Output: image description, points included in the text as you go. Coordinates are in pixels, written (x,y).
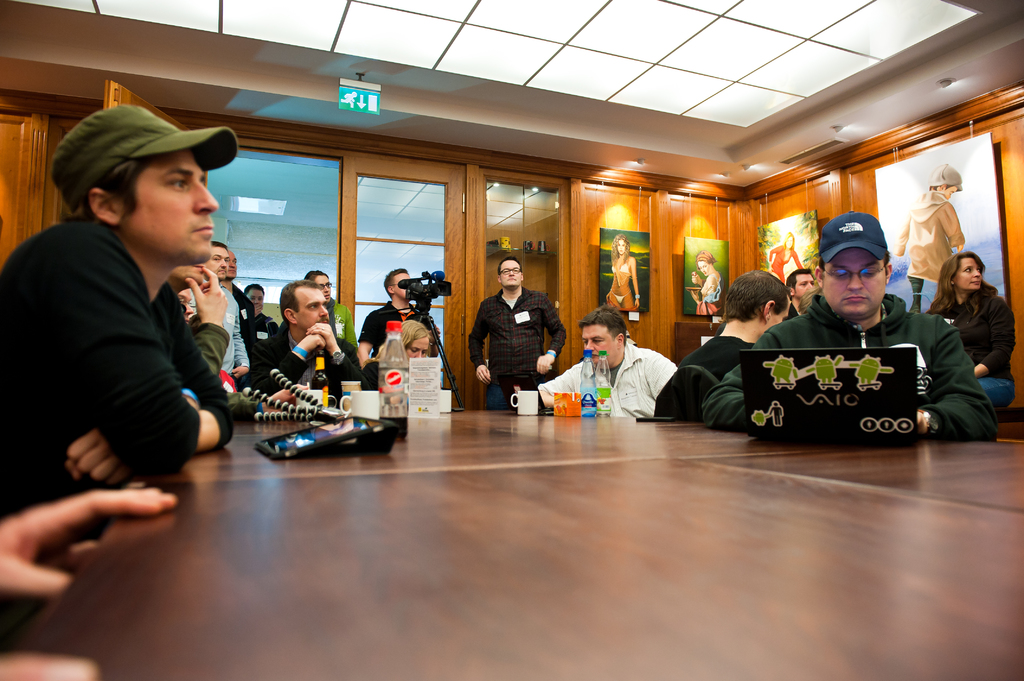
In the image we can see there are people (820,346) who are sitting on chair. In Front of them there is a laptop (845,390) and the others (516,289) are standing and taking the video.
